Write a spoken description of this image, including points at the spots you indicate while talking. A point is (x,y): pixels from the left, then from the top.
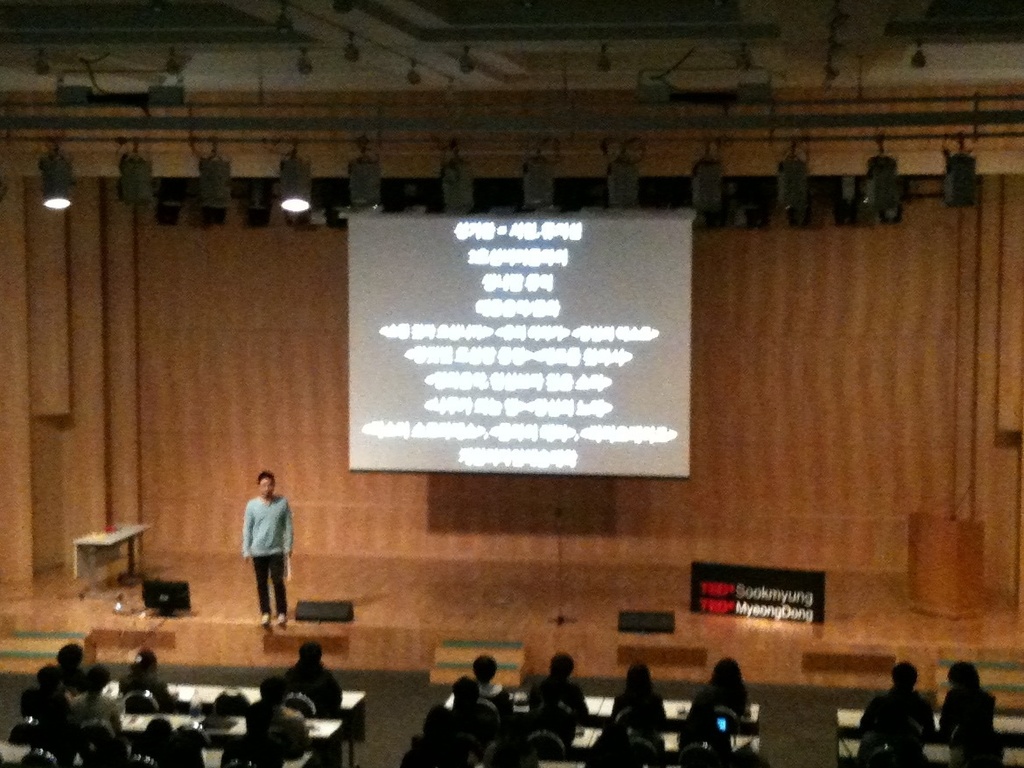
In this image I can see number of persons (562,715) are sitting on chairs (550,759) in front of the desks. I can see the dais (527,624) and on the dais (474,598) I can see a person (260,497) standing, a podium (937,545), a table (120,534) and in the background (546,343) I can see the screen (553,358), the ceiling (622,8) and few lights (537,188) to the ceiling (601,13).
